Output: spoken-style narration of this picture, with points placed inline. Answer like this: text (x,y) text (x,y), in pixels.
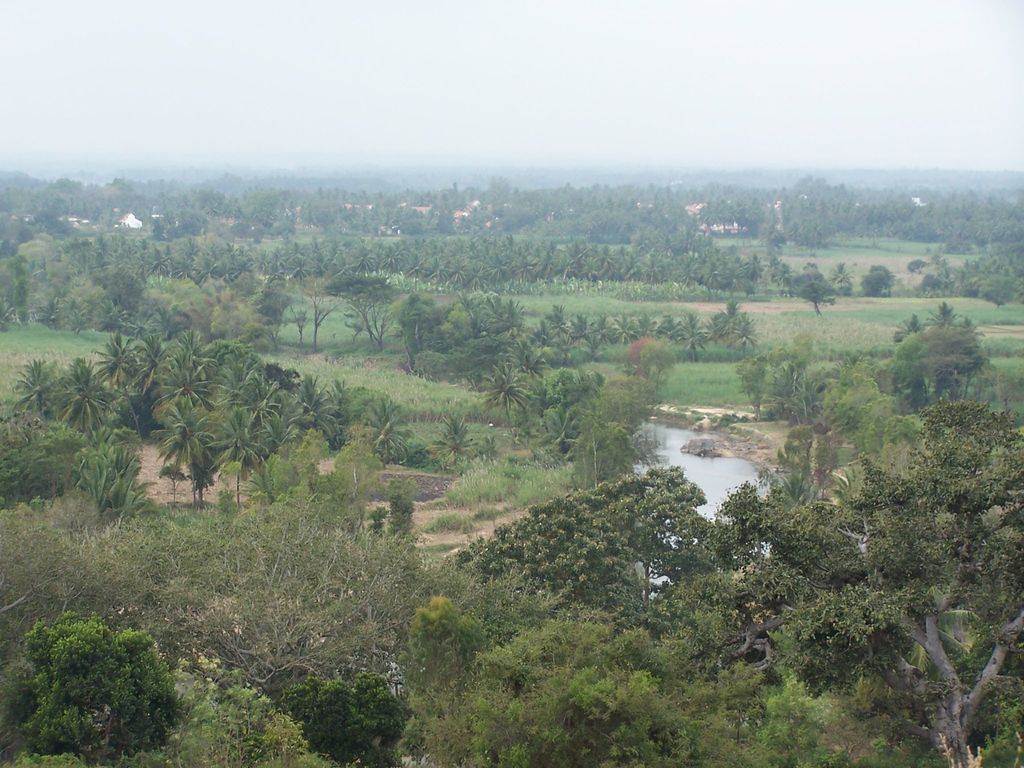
In this image we can see many trees (225,511). In the center (677,430) there is a canal (711,497). In the background (412,178) there are houses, fields (638,309) and sky (446,58).
